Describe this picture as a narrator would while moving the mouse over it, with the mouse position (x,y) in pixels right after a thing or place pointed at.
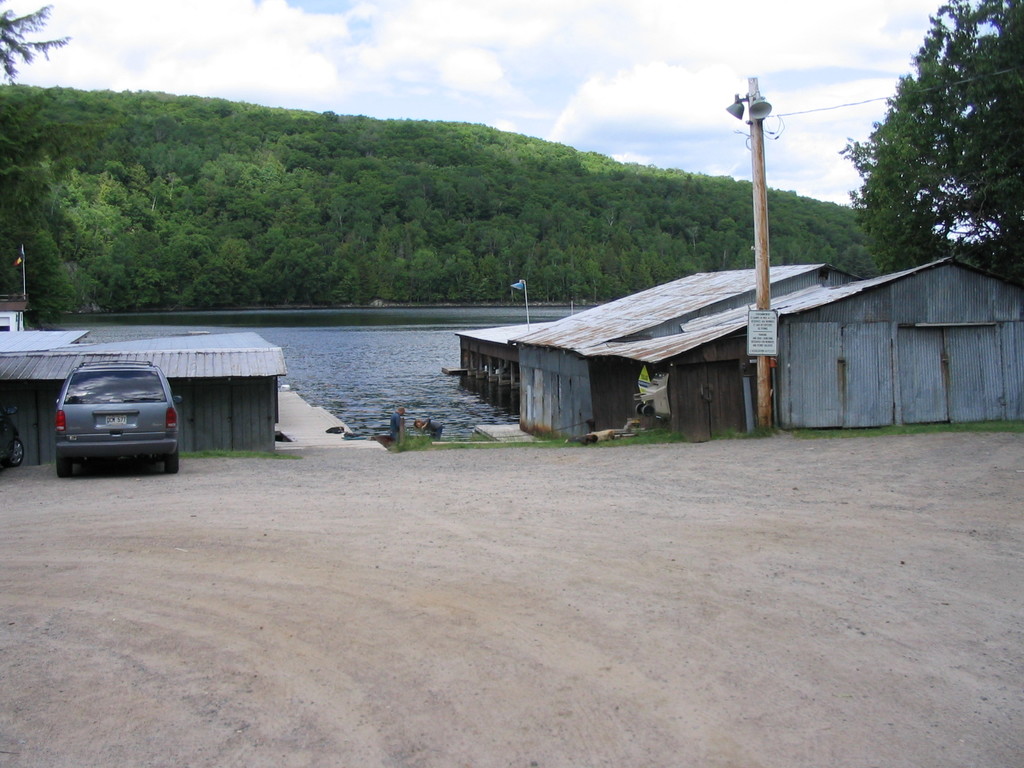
In this picture we can see two cars (107,441) on the left side (48,435), there are sheds (564,352), a pole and water (368,348) in the middle (426,341), in the background (999,229) there are trees (547,176), we can see the sky (539,27) and clouds (539,27) at the top of the picture (492,27).
